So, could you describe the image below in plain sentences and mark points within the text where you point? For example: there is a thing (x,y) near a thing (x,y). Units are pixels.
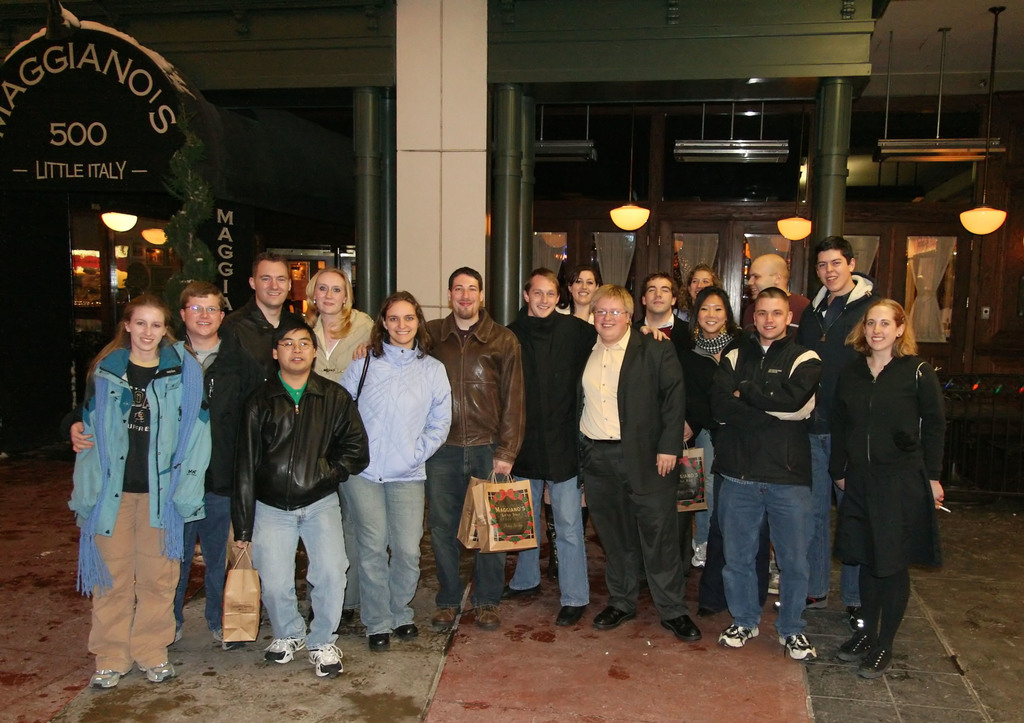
In the foreground (371,336) I can see a group of people (371,336) are standing on the floor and few are carrying bags (510,502) in their hand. In the background (951,330) I can see a board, lights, building (430,240), curtains (631,257), windows (680,272) and pillars (821,181). This image is taken may be during night.
